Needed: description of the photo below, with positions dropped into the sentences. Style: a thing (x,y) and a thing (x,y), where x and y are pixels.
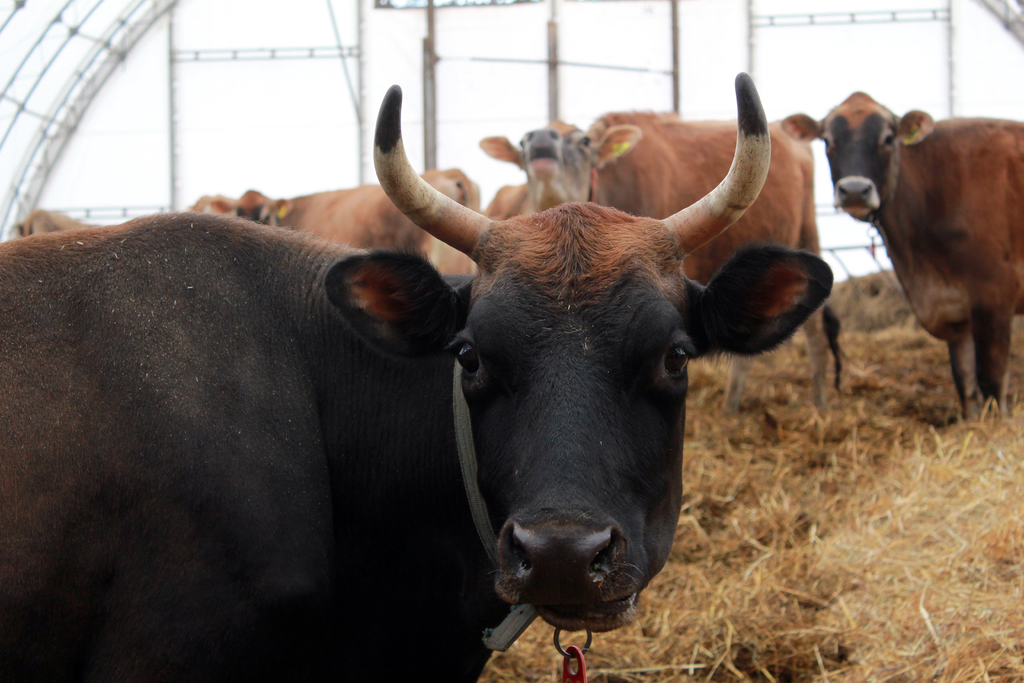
In the center of the image (515,344) we can see the cows (505,345). In the background of the image (492,181) we can see a shed (300,101). At the bottom of the image (848,584) we can see the dry grass (841,481).
